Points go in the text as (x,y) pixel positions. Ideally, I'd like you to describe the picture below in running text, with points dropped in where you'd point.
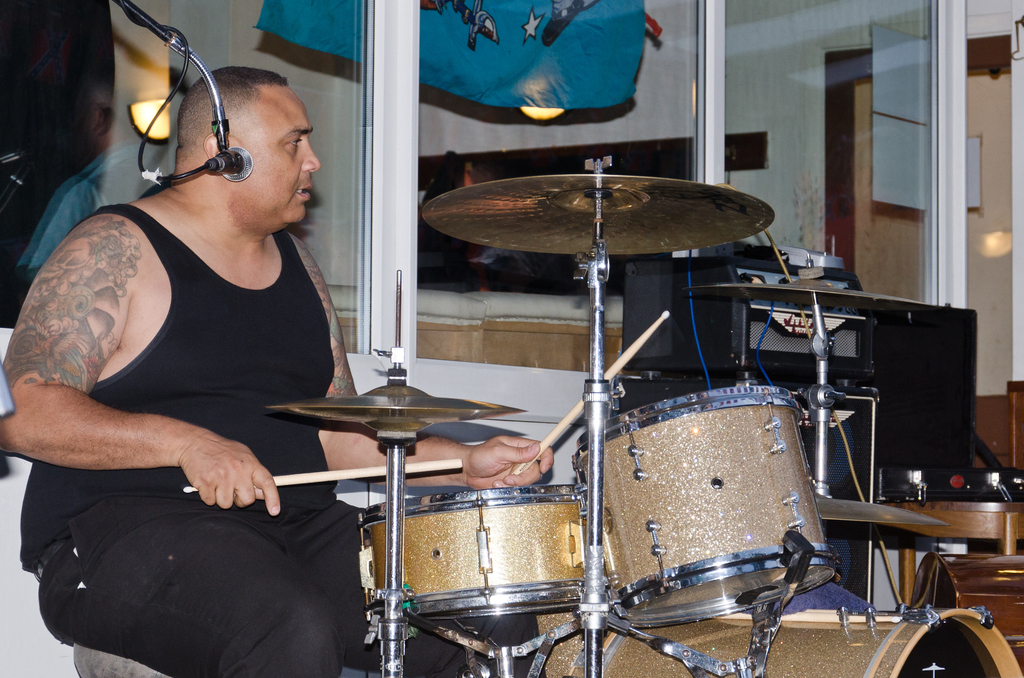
In the foreground (306,386) I can see a person (306,386) is playing musical instruments (438,524) on the floor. In the background (460,108) I can see a glass (890,147), window (773,161), cloth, door (866,147) and so on. This image is taken may be in a room (417,489).
